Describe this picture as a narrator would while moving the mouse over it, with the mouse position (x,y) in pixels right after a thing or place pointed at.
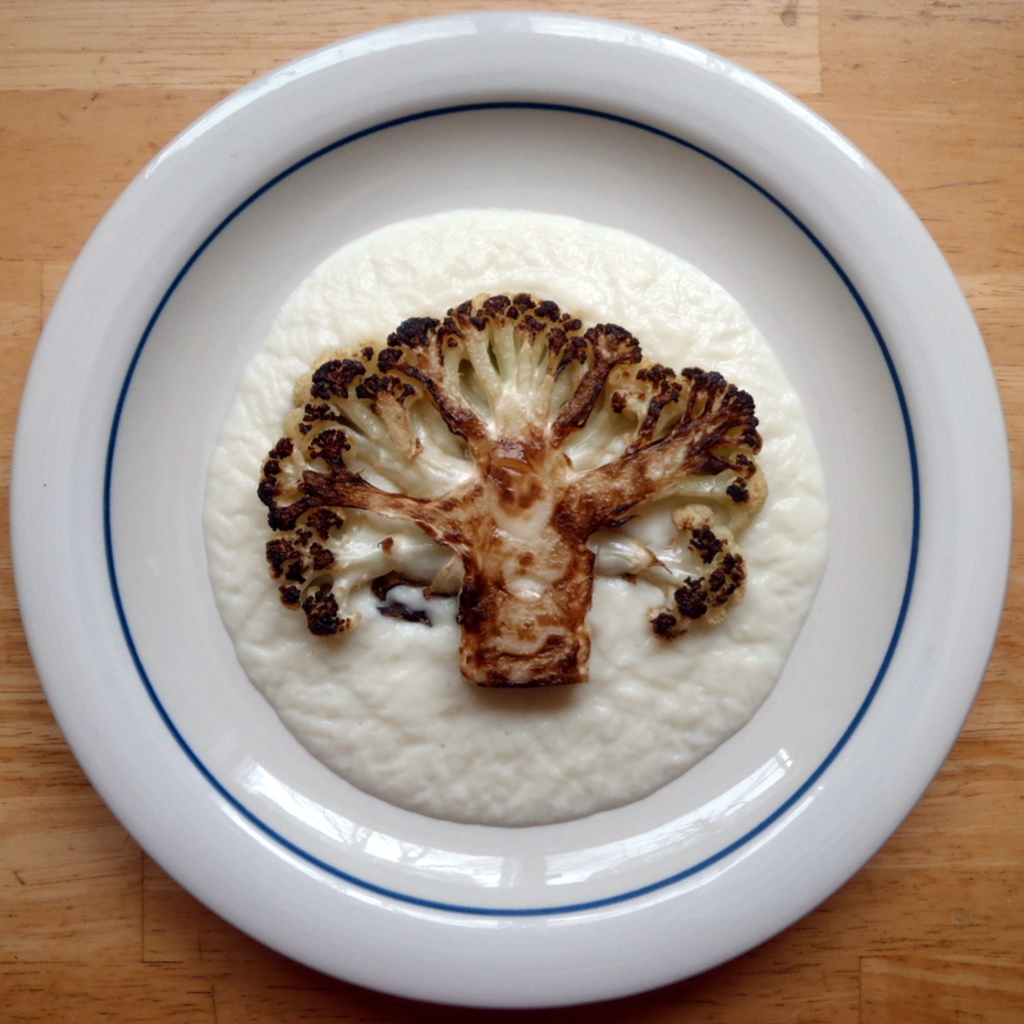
In this image I can see the food (623,495) in the white color plate (500,977) and the plate (776,820) is on the brown color surface (962,825).
